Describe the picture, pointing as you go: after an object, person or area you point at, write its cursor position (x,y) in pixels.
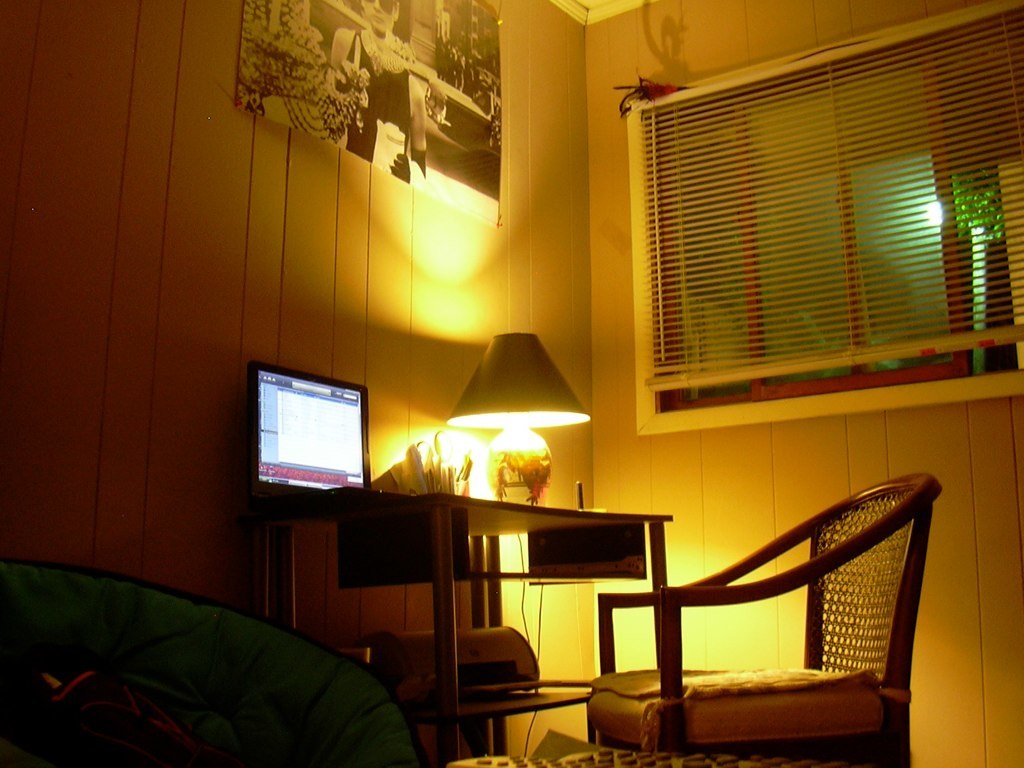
In this image I can see a chair (805,570) which is brown in color, a table (445,501) and on the table (429,524) I can see a lamp (553,382), a screen (321,438), an electronic device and few other objects (437,486). I can see the wall (270,285), the window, a photo (489,169) attached to the wall (103,210) and through the window (918,224) I can see few trees (964,212) and the light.
